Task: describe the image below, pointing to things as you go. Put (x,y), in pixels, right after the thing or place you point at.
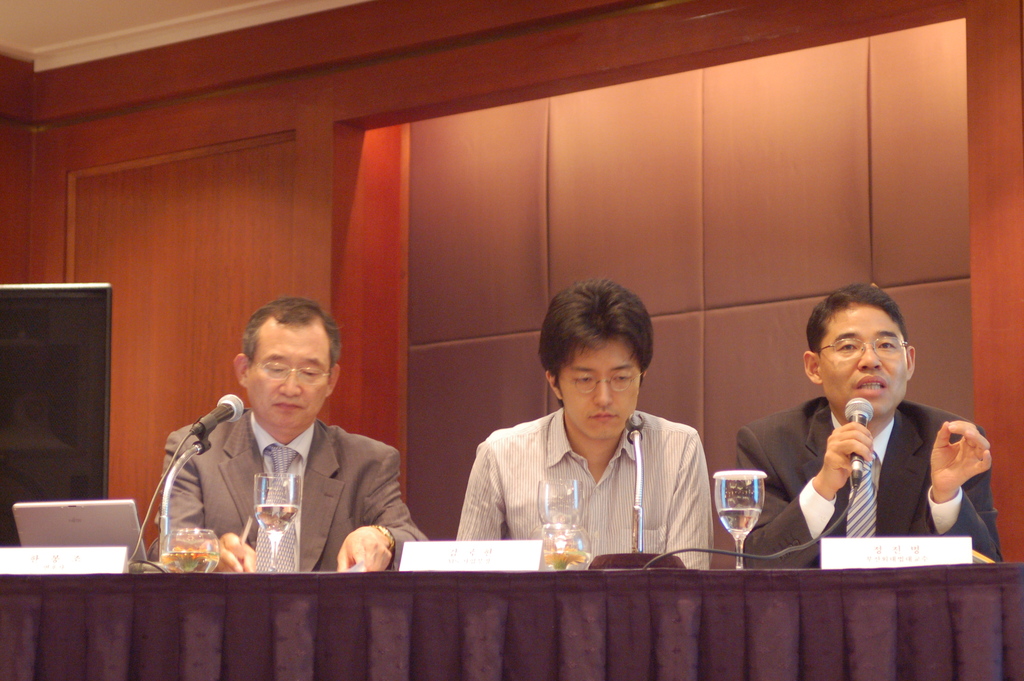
In this picture we can see there are three people (375,458) sitting and a man (811,451) in the blazer (808,475) is holding a microphone (855,463). He is explaining something. In front of the people (852,440) it looks like a table (191,597) and on the table (112,584) there are drinking glasses (278,489), bowls (182,563), name plates (498,555), a cable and microphones (634,424) with stands (194,453). On the left side of the image (20,417) there is a black object (50,411). Behind the people (555,448) there is a wooden wall (228,192).
